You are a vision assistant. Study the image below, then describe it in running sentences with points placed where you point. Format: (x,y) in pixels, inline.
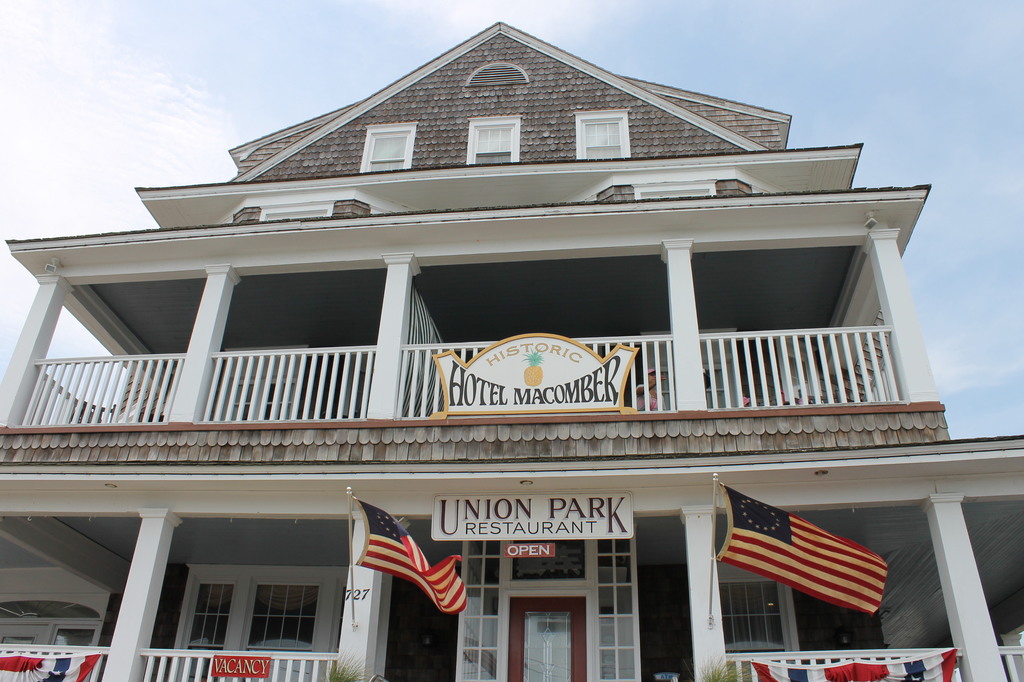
There is a building (680,566) which has 2 flags (857,559), door (557,624), white fence (737,373) and windows (320,623). There are name boards (589,497).
